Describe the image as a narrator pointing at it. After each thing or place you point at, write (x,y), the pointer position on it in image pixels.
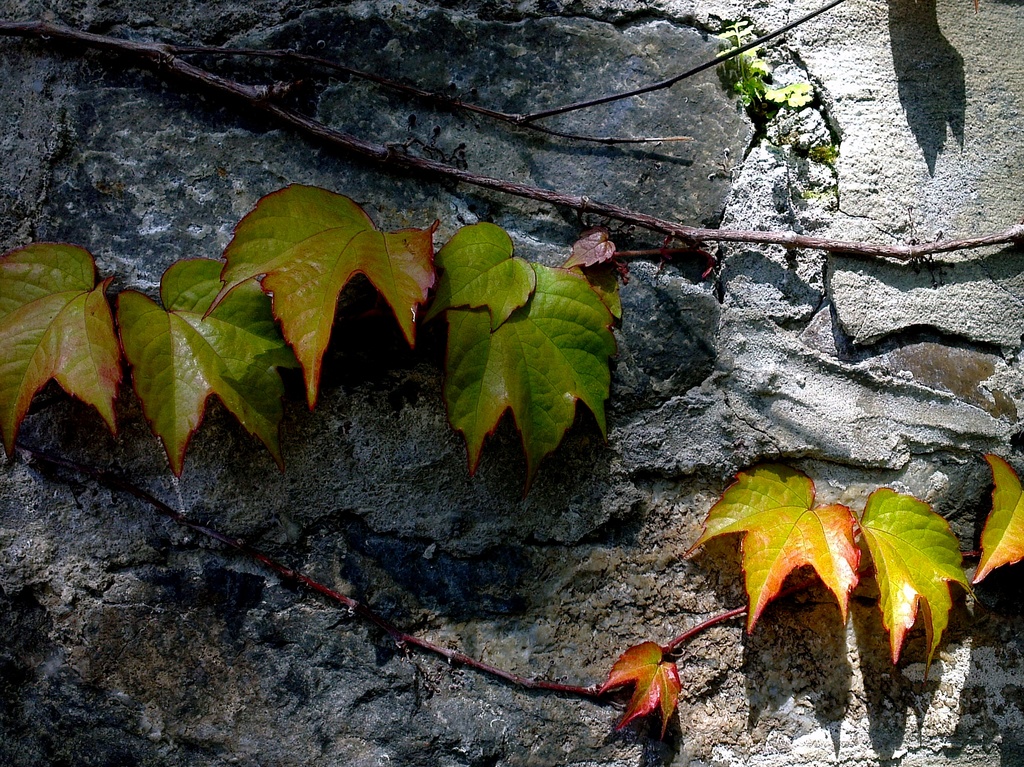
In the picture I can see leaves (166,362) and stems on a rock surface (377,314).
